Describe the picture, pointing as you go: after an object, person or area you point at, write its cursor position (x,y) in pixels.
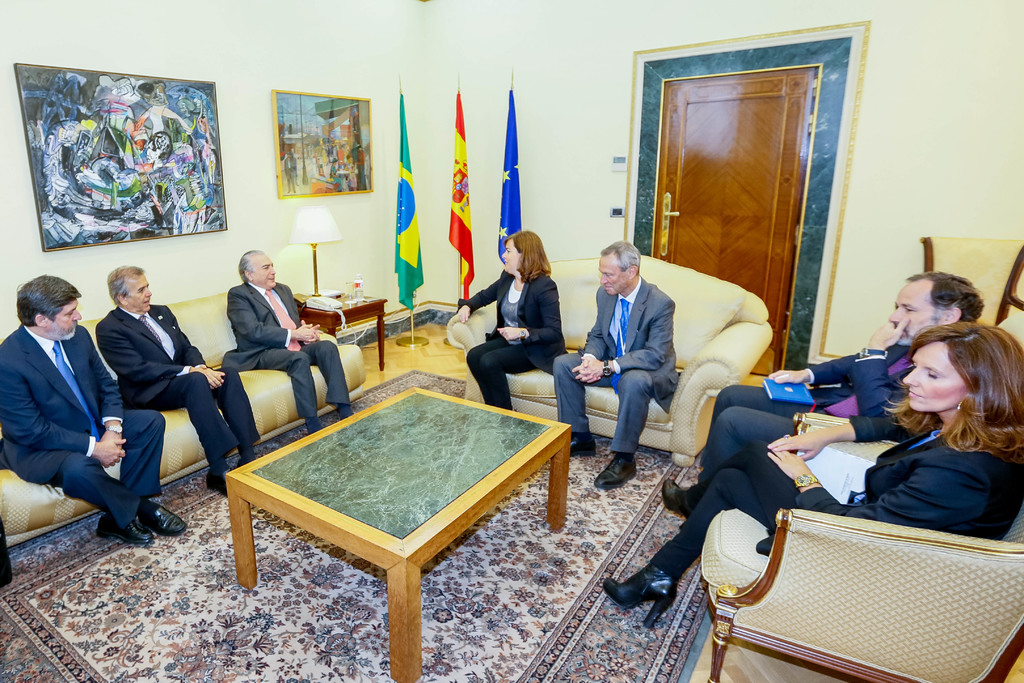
The picture is taken in a closed room (456,304) and at the right corner (907,496) two people (965,458) are sitting on the sofa (945,552) and in the middle (383,427) there is one table (403,502) and at the table (415,508) there is one sofa (755,317) on which two people (593,351) are sitting and behind them there is a door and there are flags (452,241) in the corner and there is a wall (284,43) with some painting (29,138) on it and at the left corner (276,388) there is another sofa (292,421) where three people (143,445) are sitting and beside them there is a table (352,307) with one telephone (331,301) and bed lamp (311,231) on it.
